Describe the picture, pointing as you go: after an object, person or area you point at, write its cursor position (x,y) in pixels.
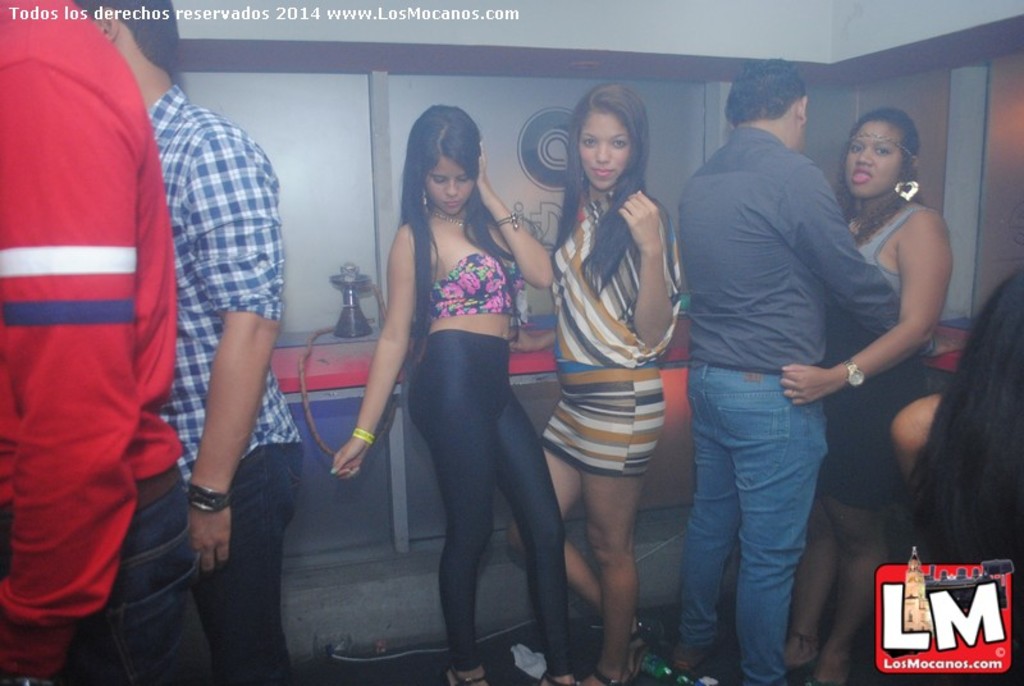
In this image I can see few people (211,479) are standing. I can also see a hookah pot (341,286) in the background (336,321) and here I can see watermark (985,587).
